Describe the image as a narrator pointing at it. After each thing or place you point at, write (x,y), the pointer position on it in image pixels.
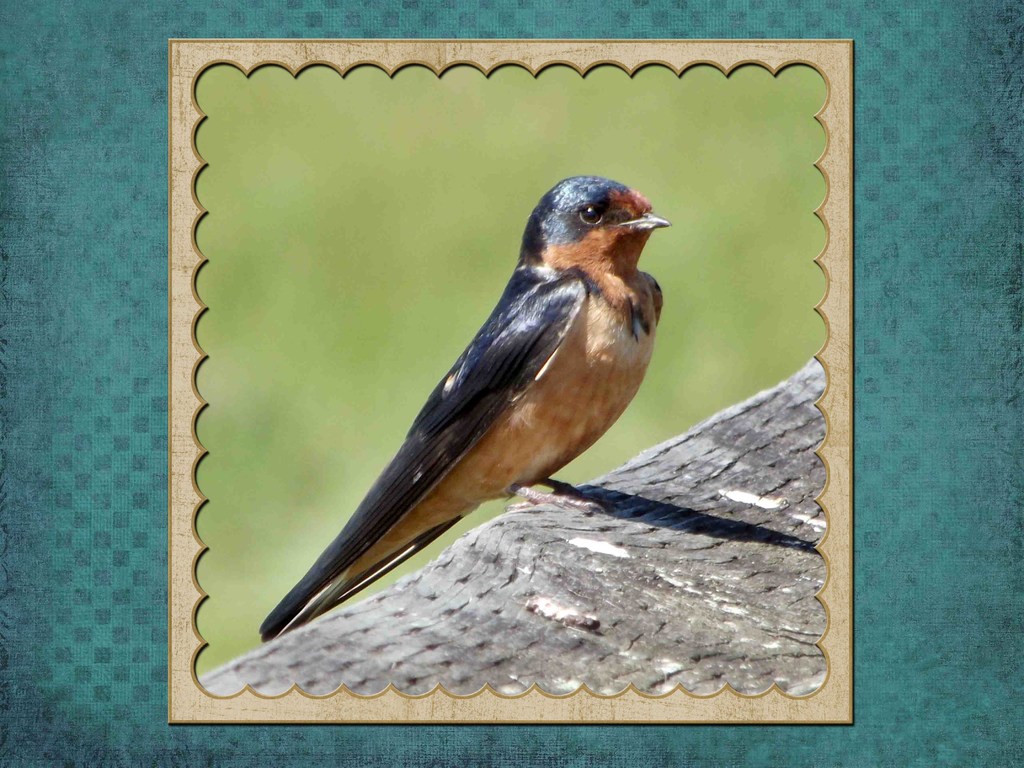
In this image I can see a black and brown colour bird (522,378). I can also see green and blue colour in background (1014,549).
